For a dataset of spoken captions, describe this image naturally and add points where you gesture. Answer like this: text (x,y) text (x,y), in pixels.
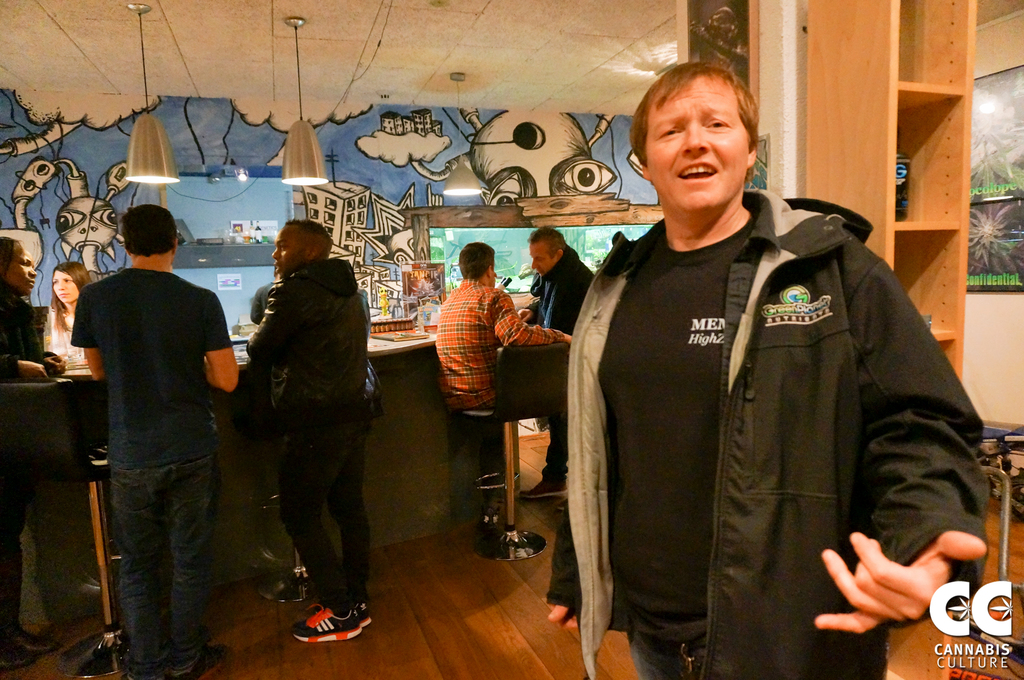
In the foreground of this image (756,575), there is a man (710,568) standing on the right side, in the background (573,269), there are persons (478,325) standing and few are sitting and there is a cartoon painted wall (528,138) and lights (302,157) to the ceiling (5,66).
